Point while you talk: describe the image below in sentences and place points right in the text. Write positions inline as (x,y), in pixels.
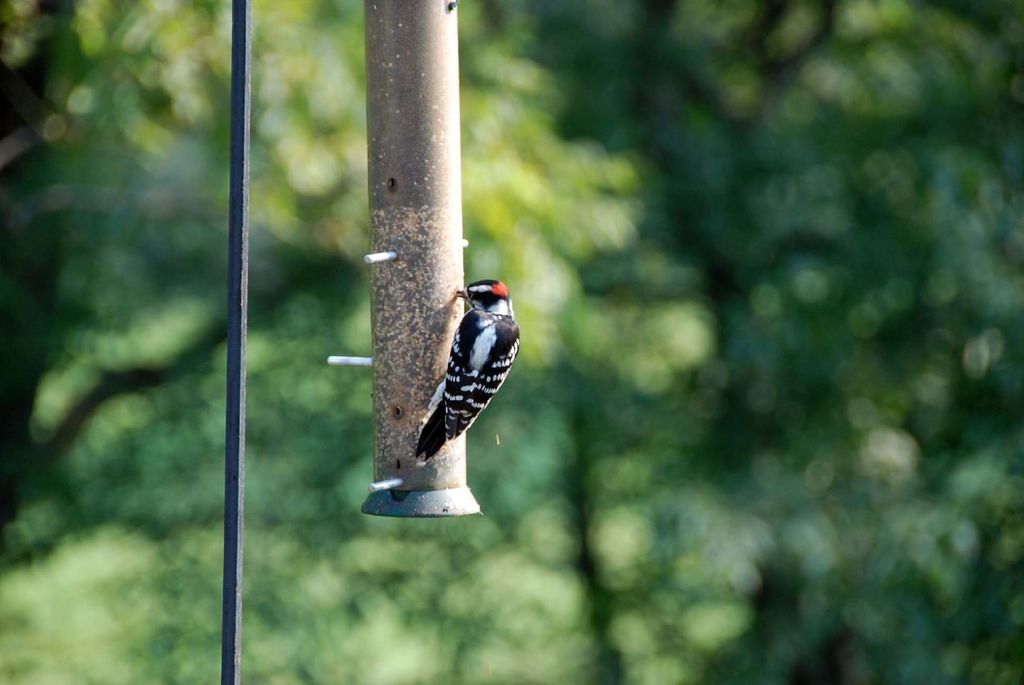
In the center of the image (499,290) there is a bird (479,286). In the background of the image (641,198) there are trees (504,427).
